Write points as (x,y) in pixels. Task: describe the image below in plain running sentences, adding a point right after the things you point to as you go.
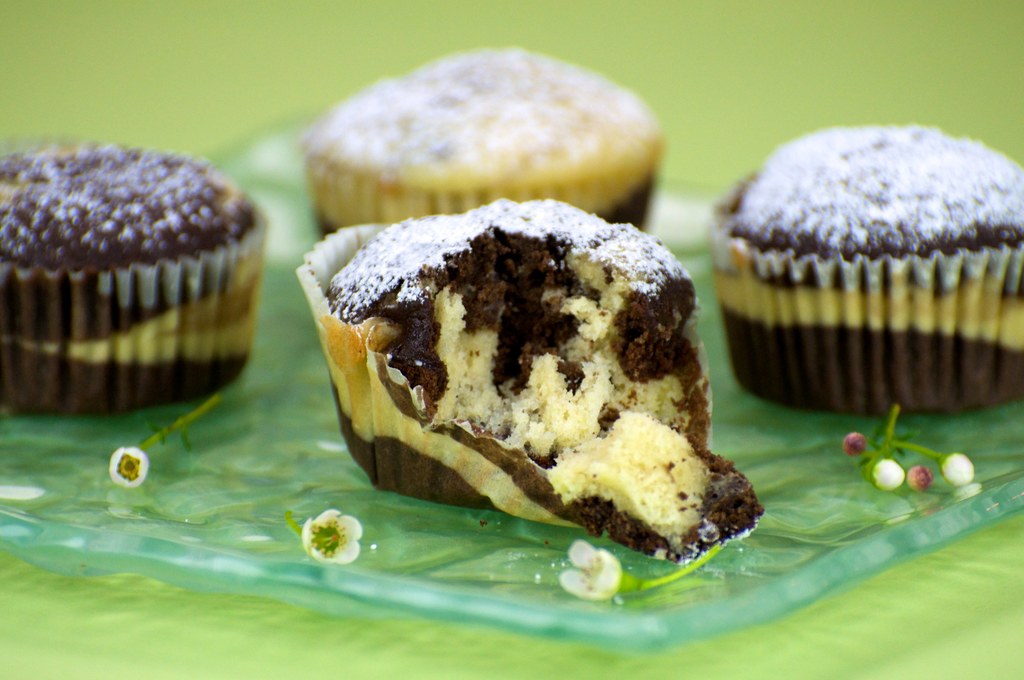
In this image, I can see the tiny flowers (133,473) and four cupcakes (609,403). Among them one cupcake (531,456) is half eaten. The background (908,42) is green in color.
